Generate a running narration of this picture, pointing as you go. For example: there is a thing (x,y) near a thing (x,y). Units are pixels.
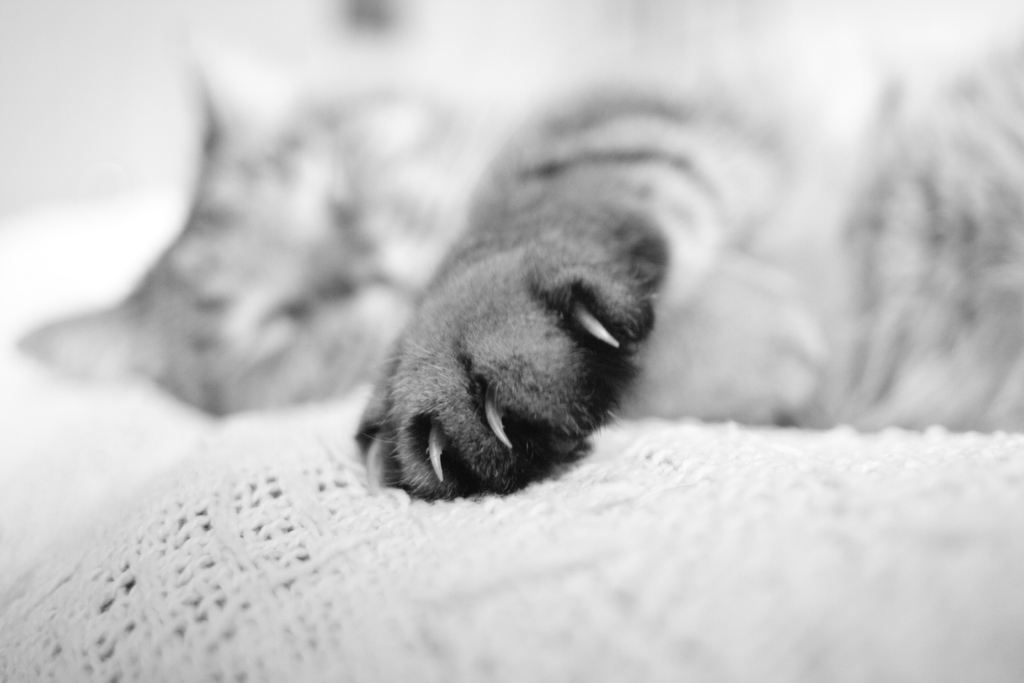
In the image there is a cat (488,370) lying. At the bottom of the image (454,560) there is a cloth (275,556). And there is a white and blurred background (507,83).
